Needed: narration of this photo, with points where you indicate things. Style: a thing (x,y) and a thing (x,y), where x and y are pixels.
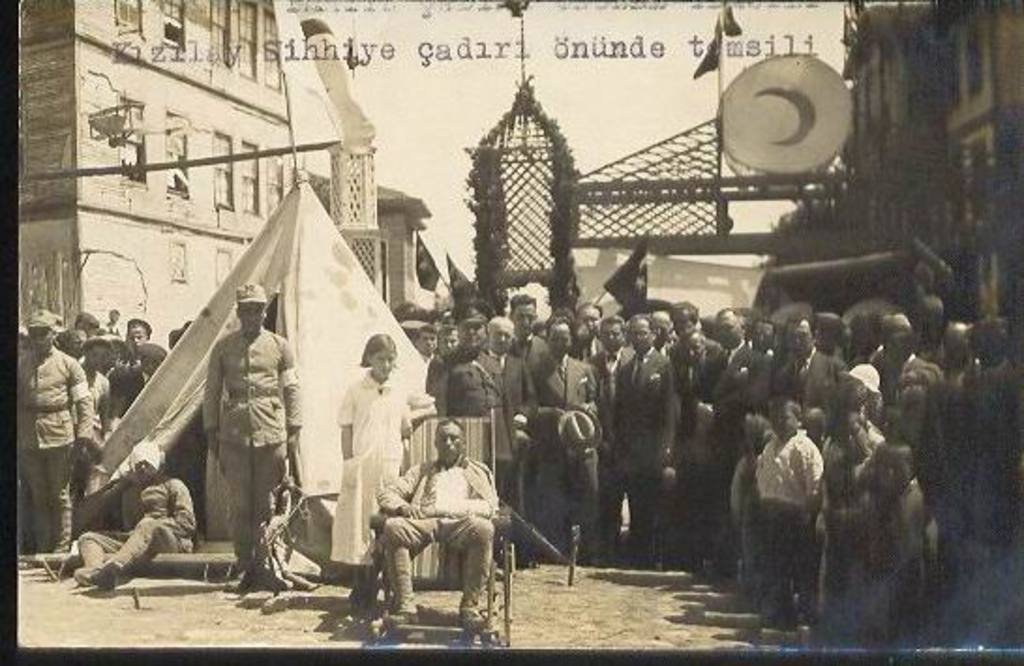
In this image in the foreground (431,530) a person (434,530) is sitting on chair (420,564). There are many people (632,353) in the image. Here there is a tent (309,322). In the background (168,262) there are buildings (904,237), arch (698,204).
